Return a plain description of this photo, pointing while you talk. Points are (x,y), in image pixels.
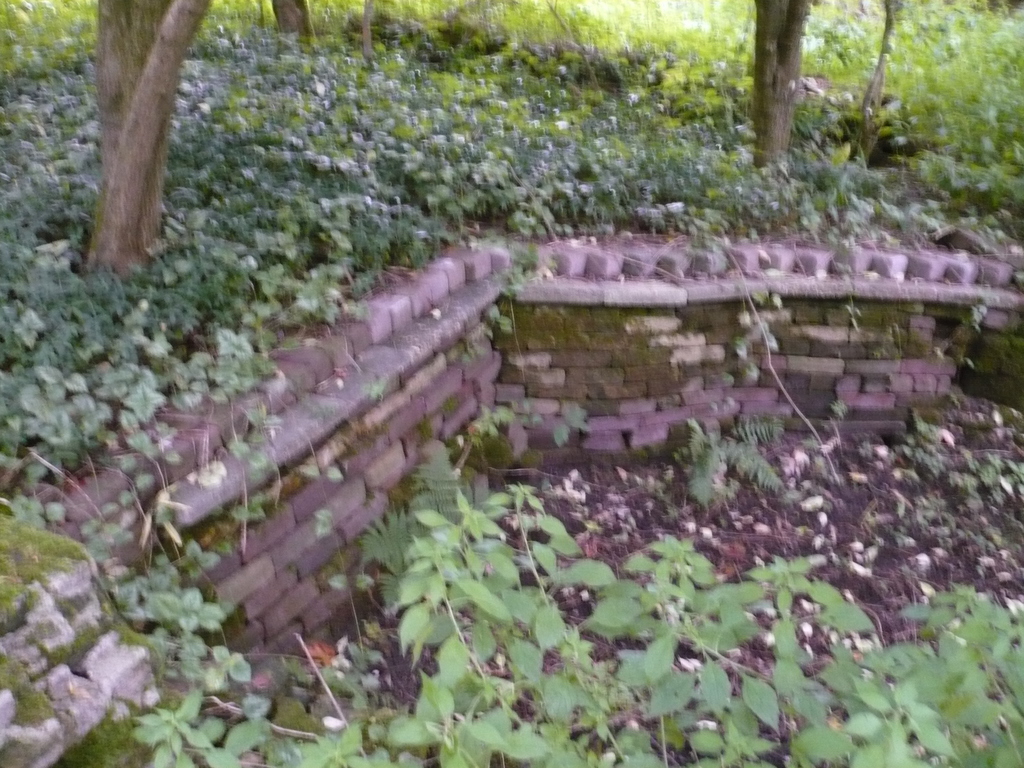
There is a small wall (473,380) and there are many small bushes (343,210) and some tall trees (175,5) above the wall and below the wall (323,602) there are some plants (666,576) and soil (659,517).
